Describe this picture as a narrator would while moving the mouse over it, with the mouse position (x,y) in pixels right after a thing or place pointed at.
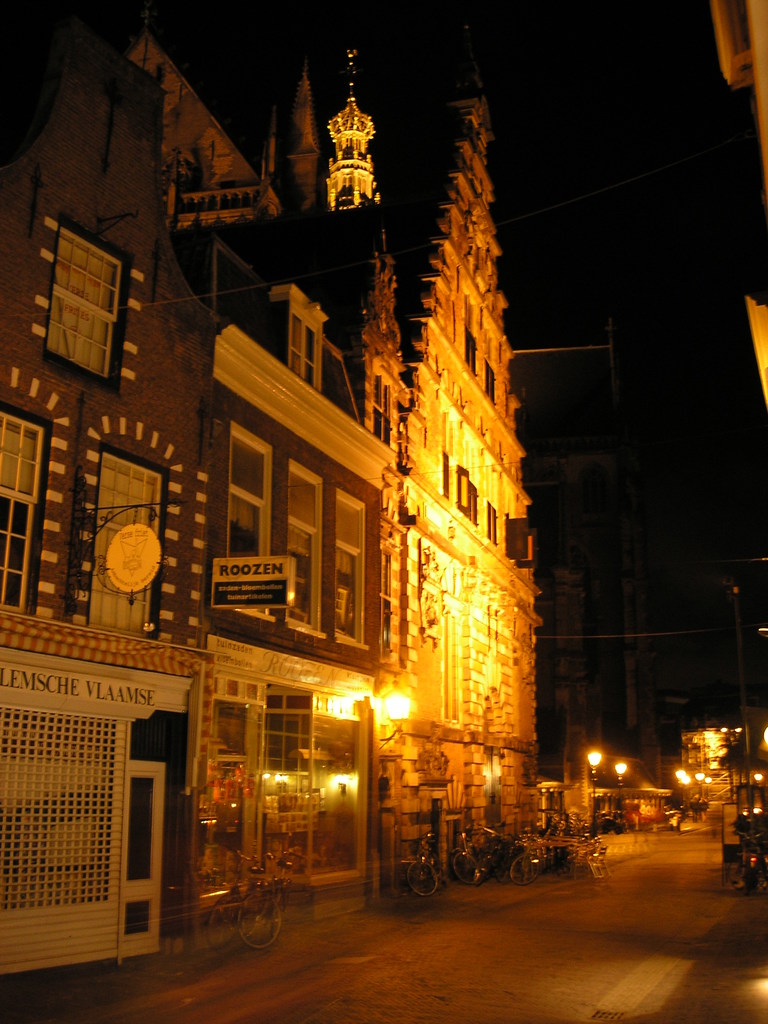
This image is taken during the night time. In this image we can see the buildings (383,747), light poles (619,764), lamp (405,709), text board (259,576) and also the bicycles (460,855). We can also see the chairs (589,867) and also the road (680,917). Sky (574,88) is also visible. We can also see the wires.
